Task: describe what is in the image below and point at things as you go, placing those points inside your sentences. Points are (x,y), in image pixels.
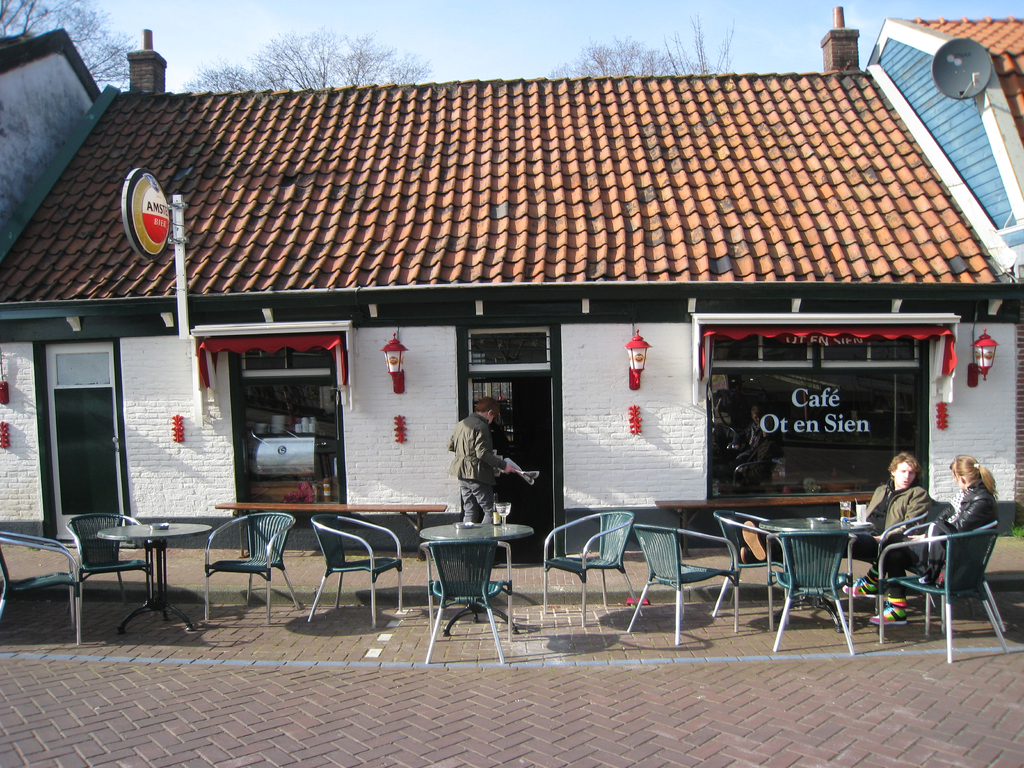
in this image there are chairs (74,561) and tables (154,542) on the sidewalk (758,576). at the right (910,505) people (910,505) are sitting on the chairs (772,566). behind them there is a building (481,350) and a roof (426,202). the building (497,314) contains a glass door (529,419). in front of that there is a person (483,427) standing. the building (575,443) is named as cafe ot en sien.
